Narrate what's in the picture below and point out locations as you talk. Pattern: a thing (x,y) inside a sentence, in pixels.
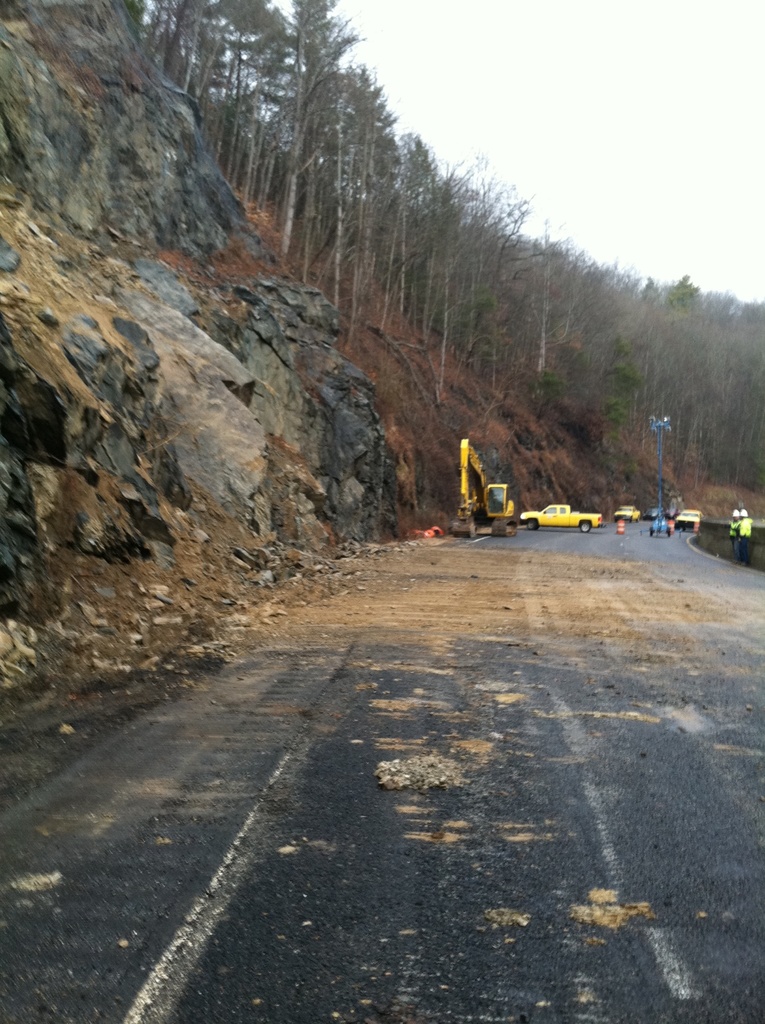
At the bottom of the image (484,752) I can see the road (278,801). In the background (556,510) there are some cars (647,518) and bulldozer (495,513). Beside the road (725,567) two persons (742,534) are standing. On the left side (190,413) I can see a rock (181,333) and many trees (366,167). At the top of the image (569,106) I can see the sky (522,116).
